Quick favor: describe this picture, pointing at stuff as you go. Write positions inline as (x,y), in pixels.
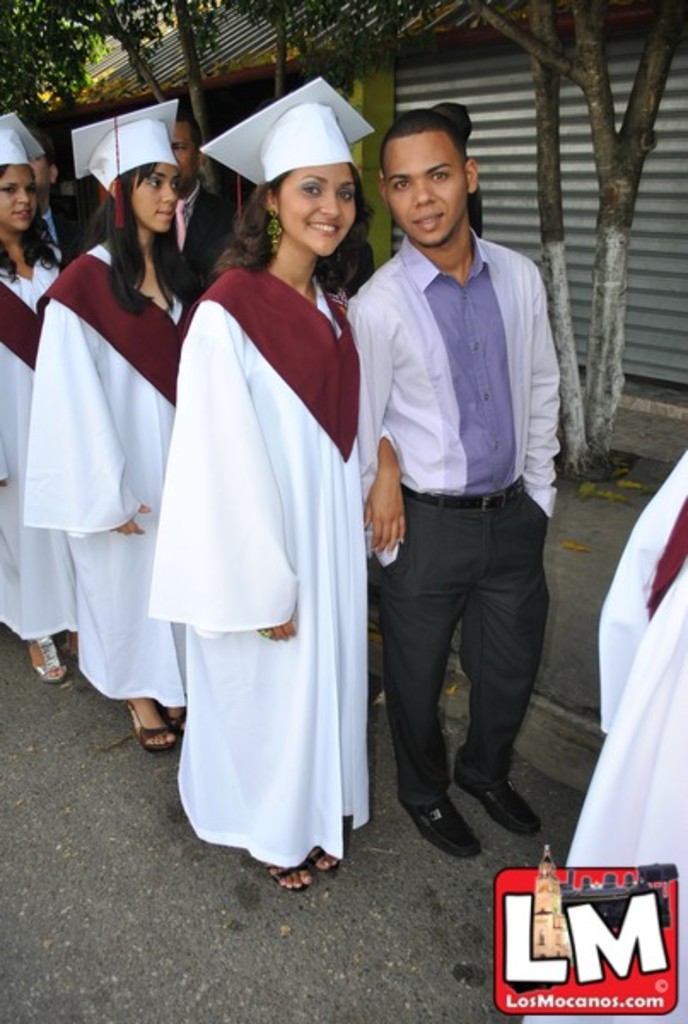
In the middle (390,584) a man (501,630) is standing, he wore purple color shirt (520,442) and black trouser (481,614). Beside him a beautiful girl (287,677) is standing and smiling, she wore white color dress (263,729), cap (332,162). Behind her few other persons (138,430) are standing on the road (19,707), on the right side (584,329) there is an shed (485,162) and there are green trees (47,12) in this image.
